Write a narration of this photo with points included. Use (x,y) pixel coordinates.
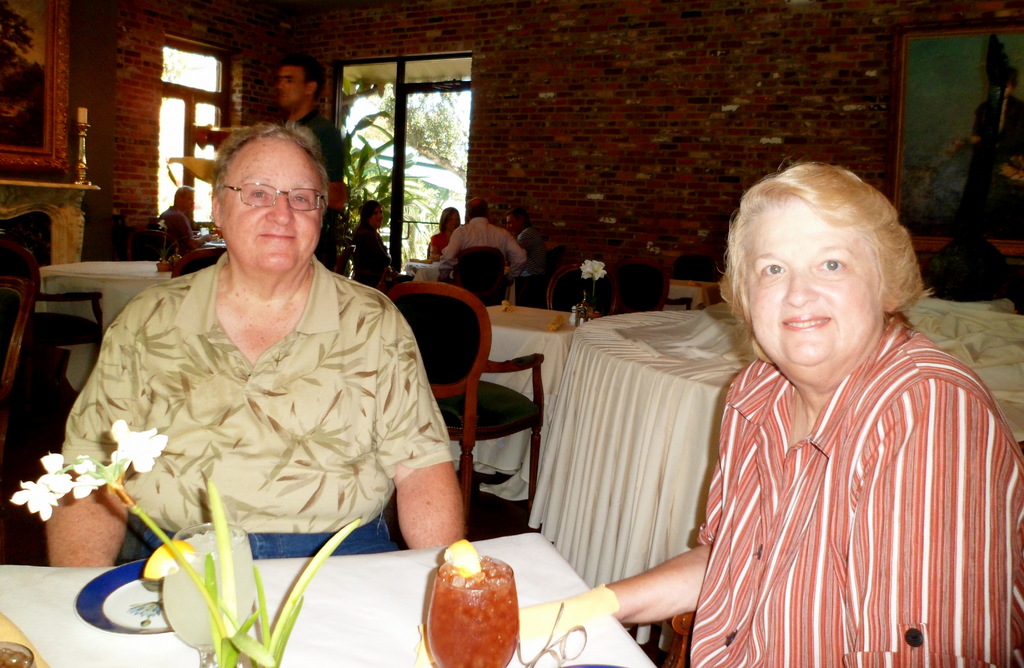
In this picture we can see group of people (296,398), few are seated on the chairs (464,253) and a man (343,184) is standing, in front of them we can see few glasses (510,609), flower vases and other things (107,597) on the tables (576,485), behind them we can see few frames (61,99) on the walls (116,102), in the background (449,154) we can find few trees (433,122).
